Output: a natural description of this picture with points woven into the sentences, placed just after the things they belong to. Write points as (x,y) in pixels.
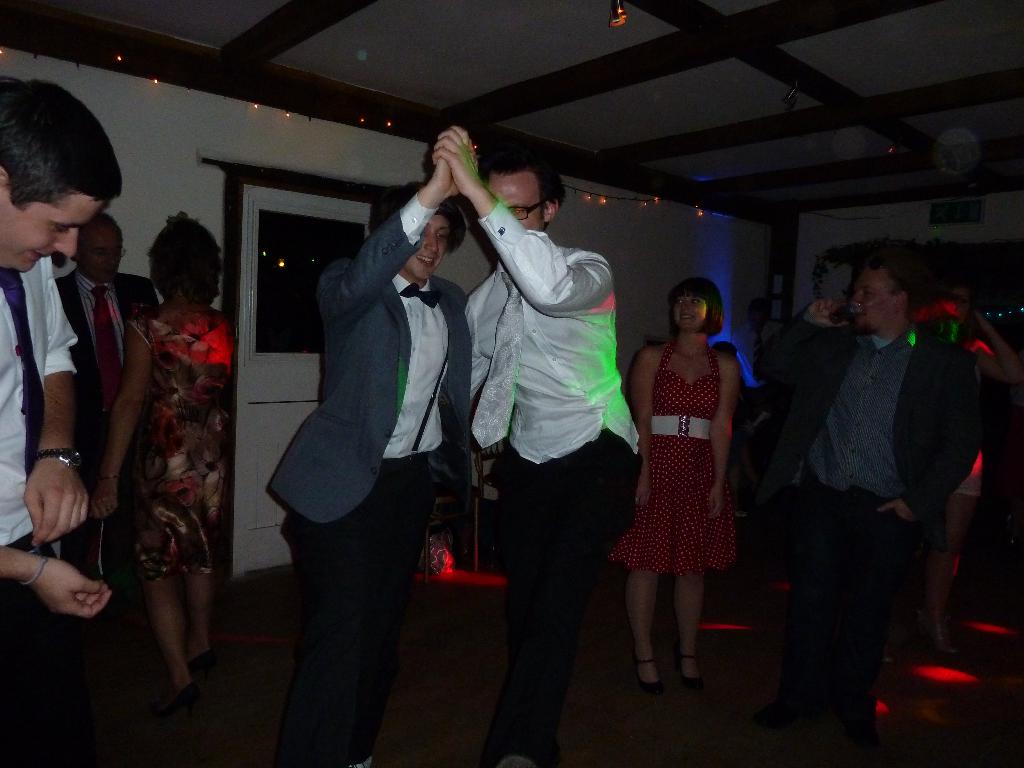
This picture is clicked inside. In the center (511,387) we can see the two persons (515,409) seems to be dancing. On the left (195,471) we can see the group of persons (158,466). On the right (861,379) there is a man (864,369) wearing suit (842,592), standing on the ground (836,717) and drinking. In the background (658,258) there is a wall (662,243) and we can see the decoration lights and we can see the door (297,271), roof (656,169), lights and many other objects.
